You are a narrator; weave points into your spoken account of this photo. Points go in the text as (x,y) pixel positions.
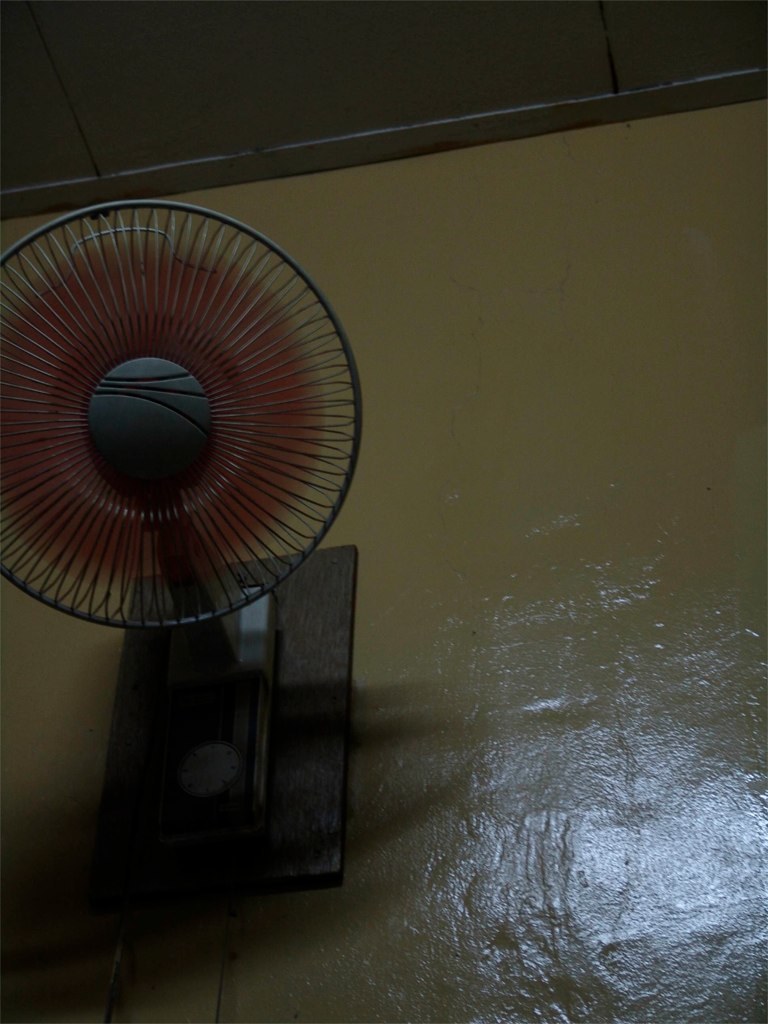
On the left side of the image (181,401) a fan (271,555), board (322,679) are there. In the background of the image (524,558) a wall (524,558) is present. At the top of the image (457,72) roof (477,63) is there.
